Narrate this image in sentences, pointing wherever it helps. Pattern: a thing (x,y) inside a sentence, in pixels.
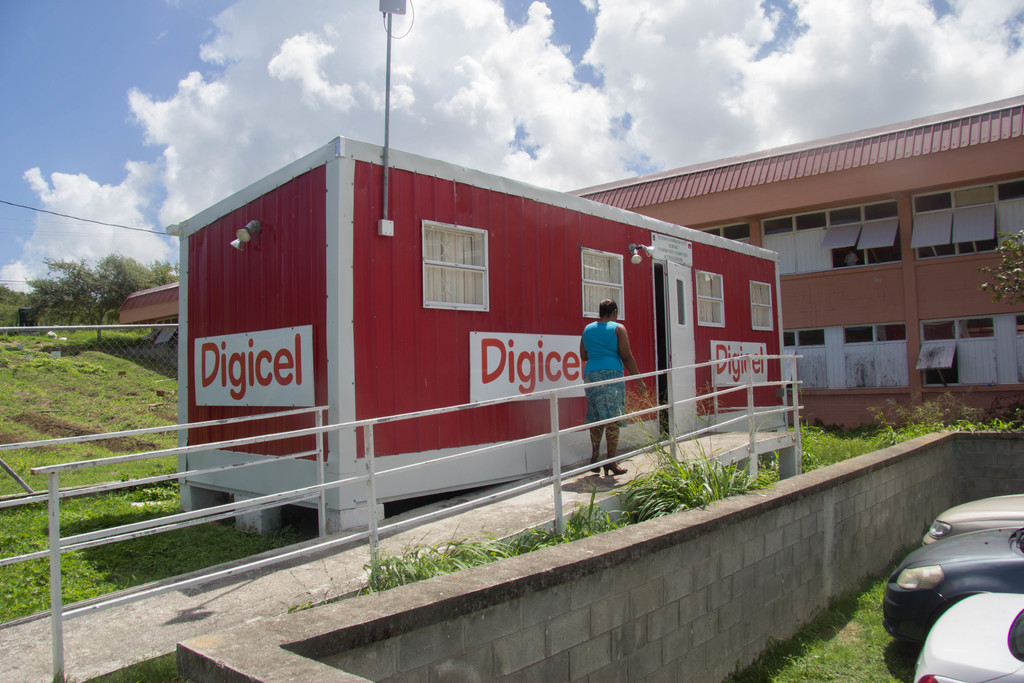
In this picture I can see vehicles (982,561), grass (490,550), plants (504,547), iron rods (72,465), there is a person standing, there is wire fence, there are trees (135,281), this is looking like a shed (635,294), this is looking like a house (1006,383), and in the background (355,139) there is sky (439,140).
